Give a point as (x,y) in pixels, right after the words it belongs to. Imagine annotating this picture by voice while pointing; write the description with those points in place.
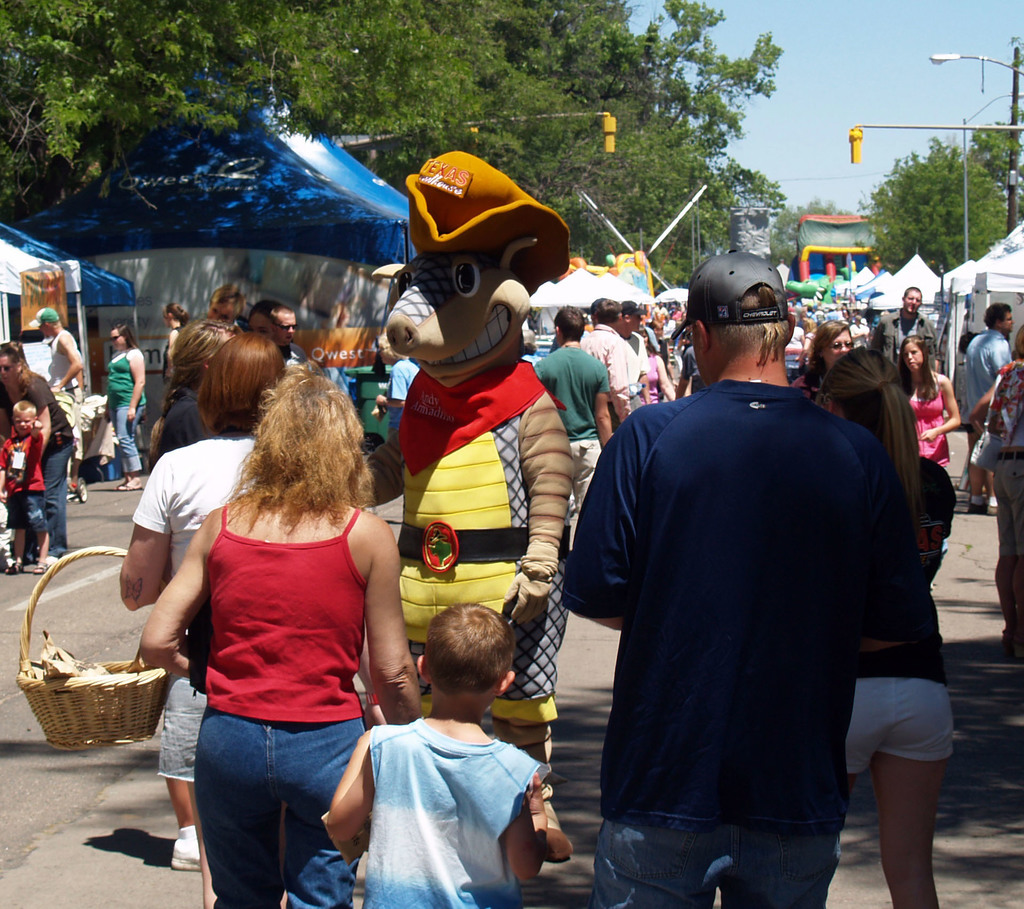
In this picture there is a woman (323,611) who is wearing t-shirt (308,608) and jeans (246,799), beside her there is a boy (497,658) who is wearing t-shirt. In front of them there is a person (527,666) who is wearing the costume (455,481). In front of that we can see a woman (206,459) wearing white t-shirt (213,500) and short (170,704). On the right (794,815) there is a man (859,569) who is wearing blue shirt (914,579) and jeans (761,899). In the background (1001,331) we can see group of person (587,340) were standing on the road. On the right (959,328) background (998,288) we can see tents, street light (987,54), pole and other objects (852,144). On the left (6,495) we can see the group of persons (123,363) were standing near to the tent (90,304).
